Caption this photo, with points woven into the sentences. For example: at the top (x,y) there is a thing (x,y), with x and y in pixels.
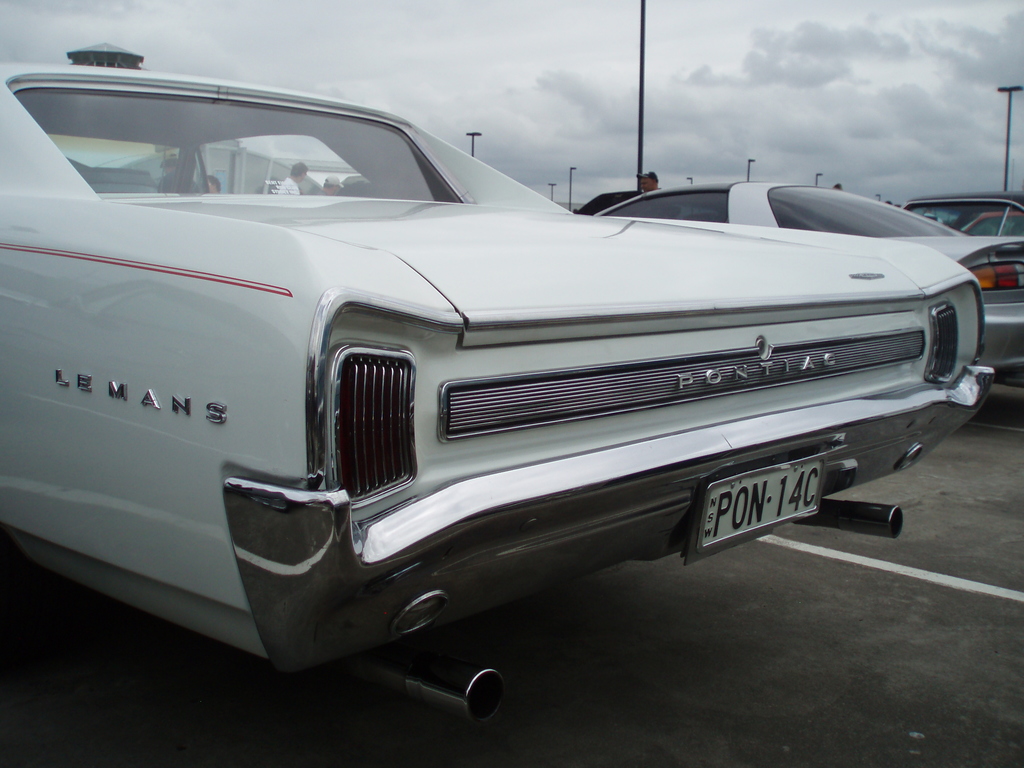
This image is clicked outside. There are cars (545,284) in the middle (547,410). There are poles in the middle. There is sky (600,69) at the top (629,91).
